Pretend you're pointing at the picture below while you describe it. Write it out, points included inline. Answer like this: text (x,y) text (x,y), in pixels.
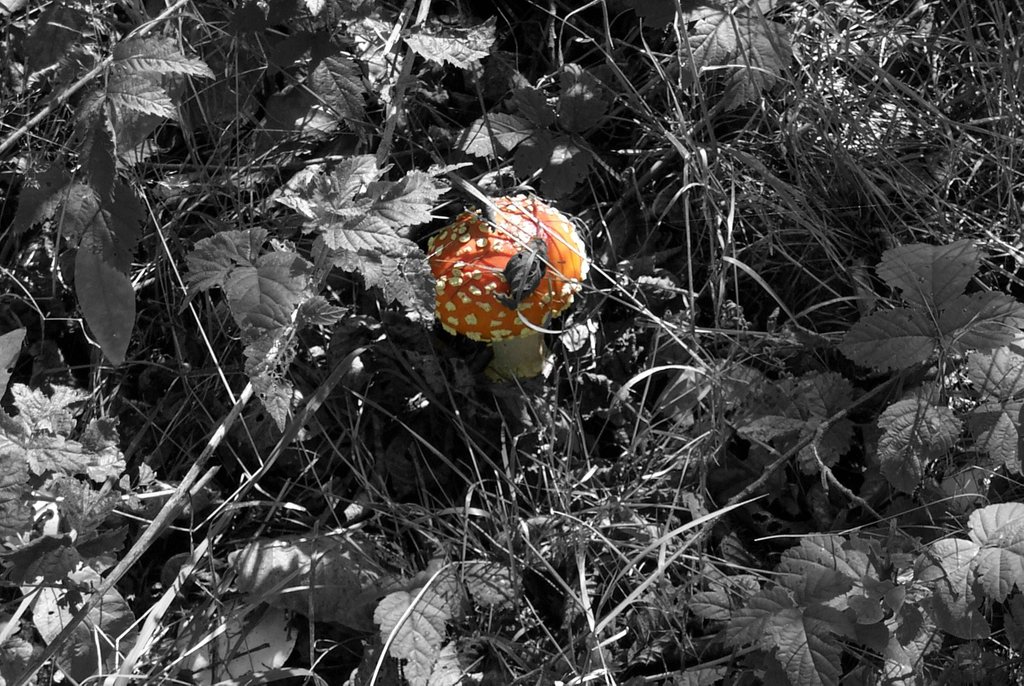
In this image in the center (481,283) there is an object (468,314) which is orange in colour and in the front of there are leaves (783,602).
